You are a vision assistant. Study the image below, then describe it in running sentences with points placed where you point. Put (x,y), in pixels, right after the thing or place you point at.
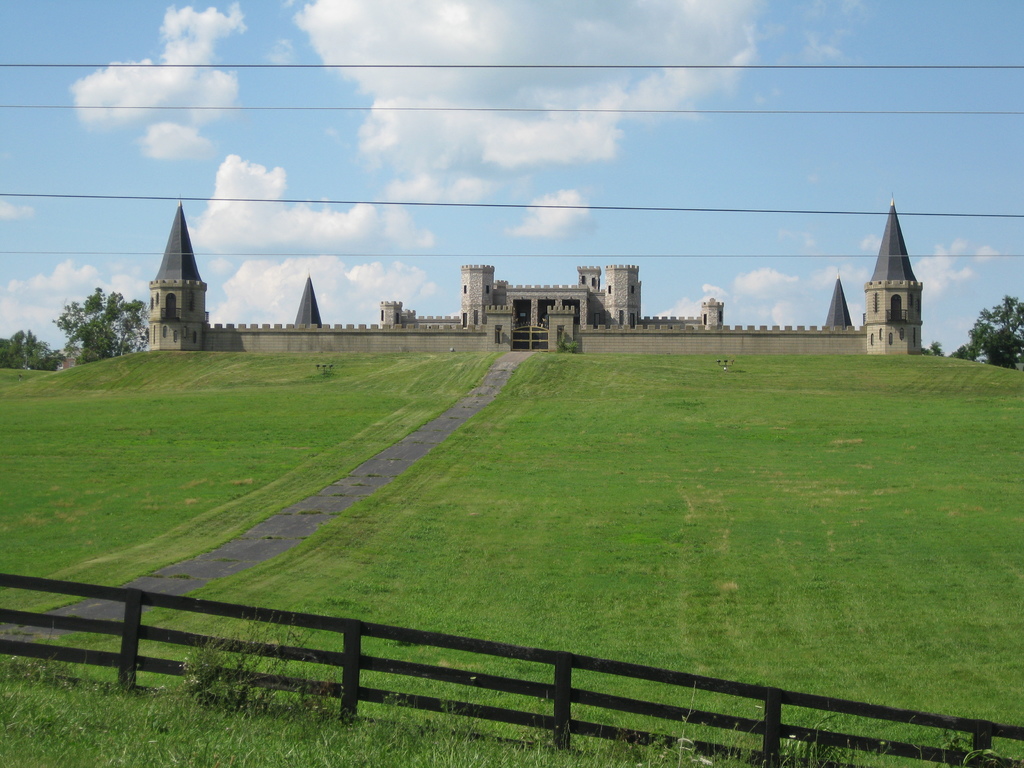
In this picture I can see there is a fort (460,332) in the backdrop (355,332) and there is a walkway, there is grass (140,703), plants (238,677) and a fence (238,677). There are trees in the backdrop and the sky (456,90) is cloudy.
